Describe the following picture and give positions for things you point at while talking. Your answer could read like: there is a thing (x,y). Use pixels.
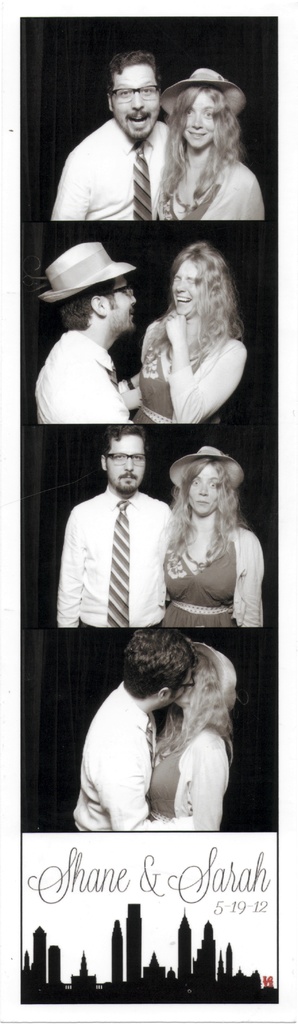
This is a edited image. In this image men (153,612) and women (236,319) were standing on the floor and they both were laughing and at the bottom of the image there are buildings (159,972).
